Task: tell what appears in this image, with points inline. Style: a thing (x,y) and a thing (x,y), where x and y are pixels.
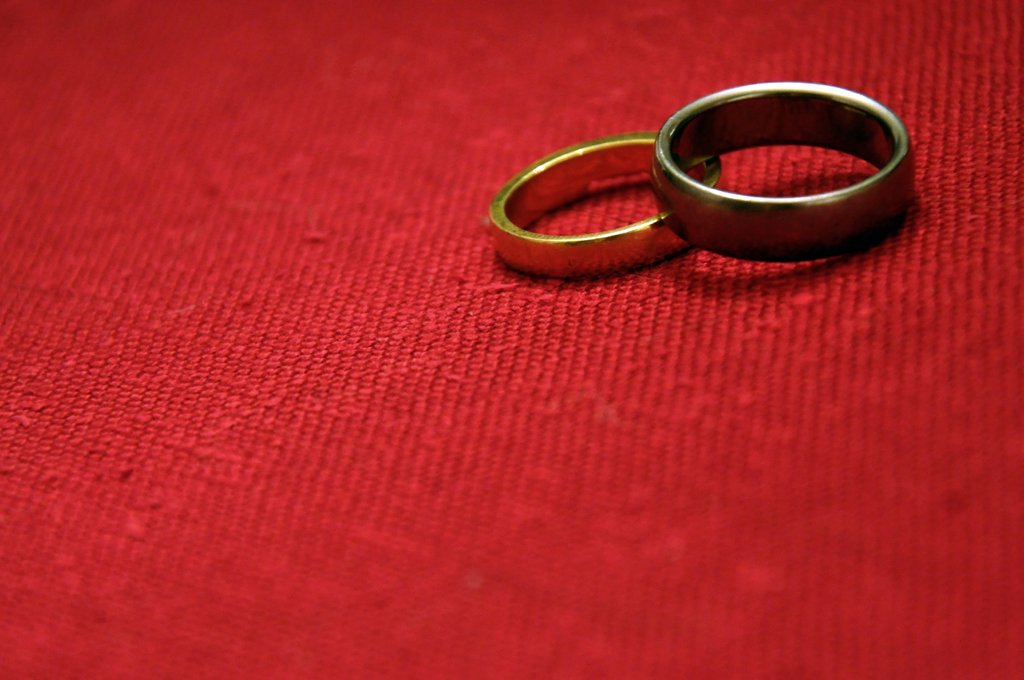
We can see rings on red surface (256,422).
